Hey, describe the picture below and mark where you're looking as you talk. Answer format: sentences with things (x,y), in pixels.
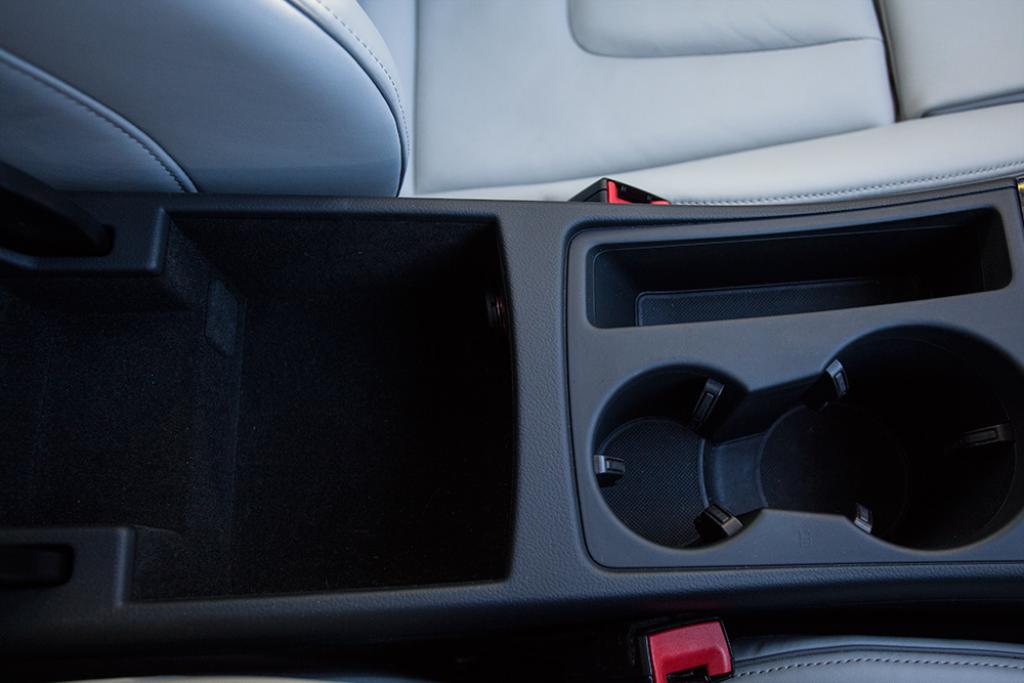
In this picture we can see an inside view of a vehicle (590,526), we can see seat (468,66) here, there is a belt holder (670,648) here.
